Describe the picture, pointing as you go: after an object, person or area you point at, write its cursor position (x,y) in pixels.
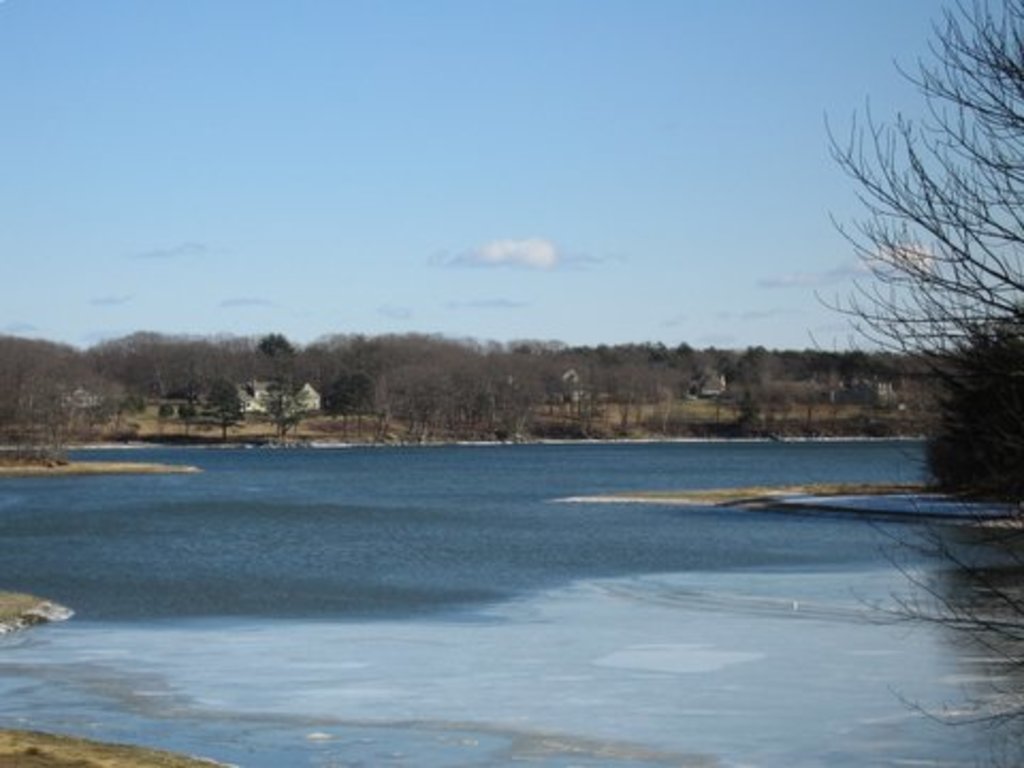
This image is taken outdoors. At the top of the image (369,159) there is a sky (578,250) with clouds (517,250). At the bottom of the image (272,698) there is a river (567,661) with water (522,503) and there is a ground (70,747) with grass (61,743) on it. In the background (209,376) there are many trees (474,395) and plants (384,399) and there are a few houses (314,399). On the right side of the image (932,263) there are a few trees (944,403) and plants (969,414).
